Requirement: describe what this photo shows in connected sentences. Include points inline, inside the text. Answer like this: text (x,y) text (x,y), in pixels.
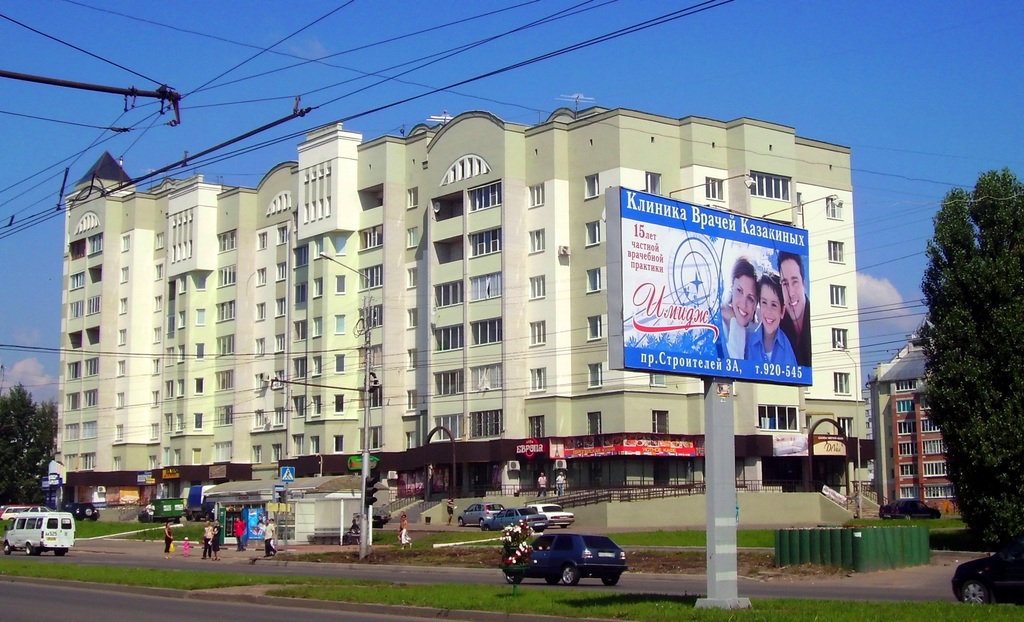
In this image we can see the buildings (456,299), railing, stairs (408,509), hoarding (743,290) and also the electrical pole (371,312) with wires (224,148). We can also see the trees (39,461), poles (365,501), vehicles (157,514), grass (438,585) and also the road (193,613). People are also visible in this image. We can also see the sky (898,237) with some clouds (880,289).
